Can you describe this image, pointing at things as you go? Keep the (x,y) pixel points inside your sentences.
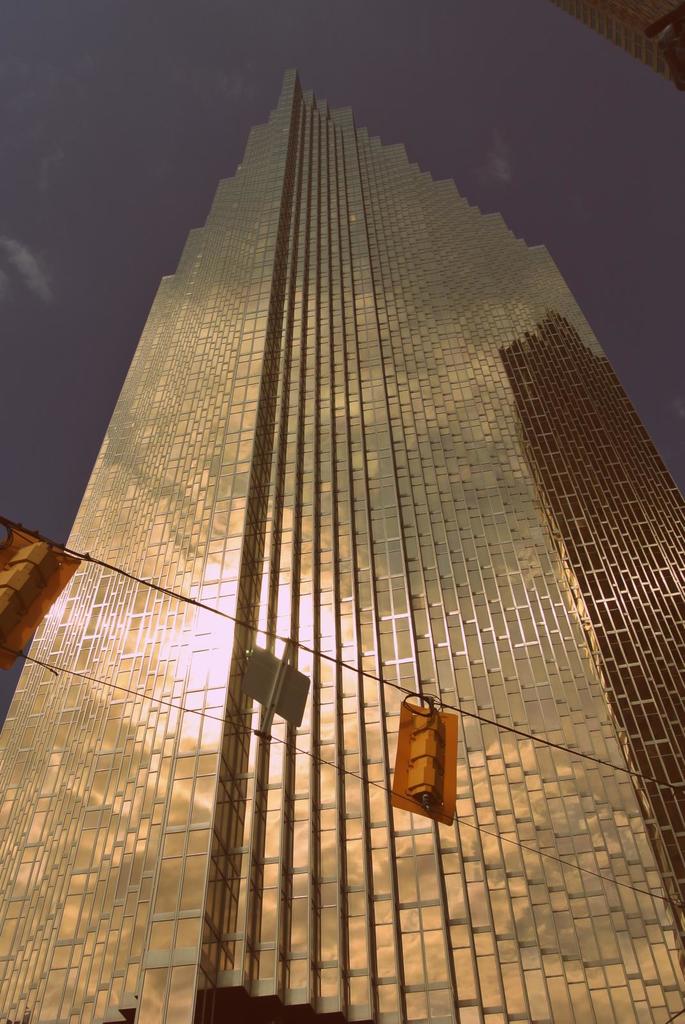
In the center of the image (390,482), we can see a building (185,553) and there are wires (409,704) and we can see some objects (251,670) to it. At the top (162,117), there is sky (152,82).
